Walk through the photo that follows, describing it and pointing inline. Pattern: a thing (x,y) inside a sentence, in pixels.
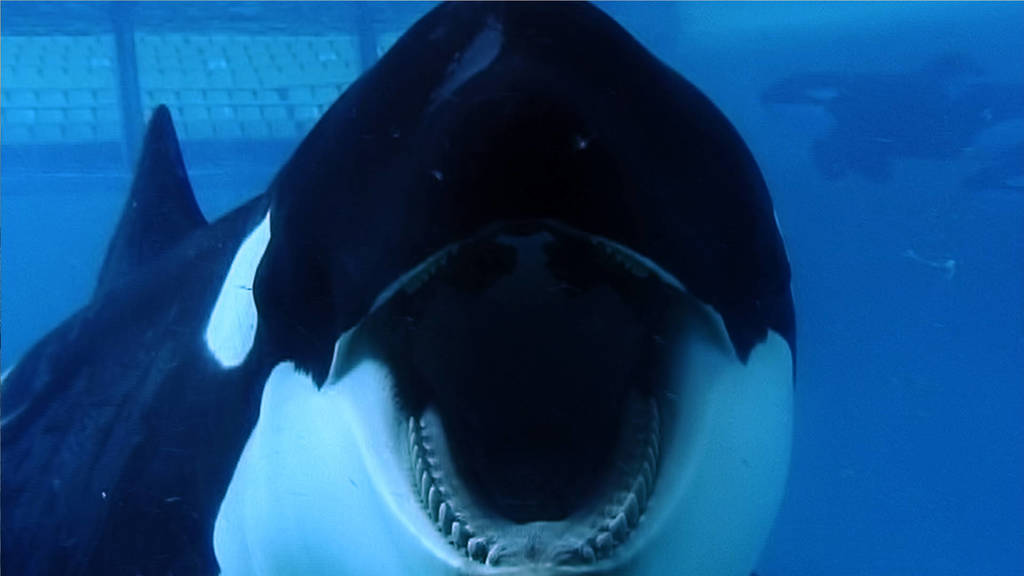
In this picture we can see the close view of the killer whale (561,364), under the water (70,141).
